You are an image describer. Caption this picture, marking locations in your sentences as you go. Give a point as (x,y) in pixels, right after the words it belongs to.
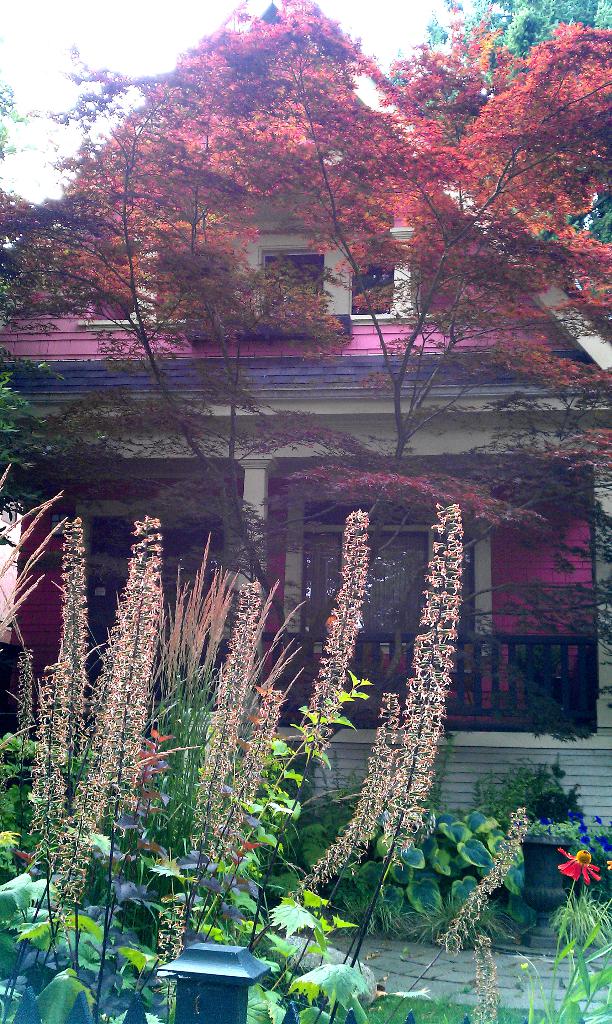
This picture might be taken from outside of the city. In this image, on the right side (611,965), we can see a plant (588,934) with a flower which is in red color. On the left side (150,747), we can see some plants (171,907), leaves (295,916). In the middle of the image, we can see a pole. In the background (173,420), we can see a house (439,430), trees (534,365), glass window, pillars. At the top (402,20), we can see a sky (403,35), at the bottom (504,943) there is a land (494,948) and a grass (406,1017).
